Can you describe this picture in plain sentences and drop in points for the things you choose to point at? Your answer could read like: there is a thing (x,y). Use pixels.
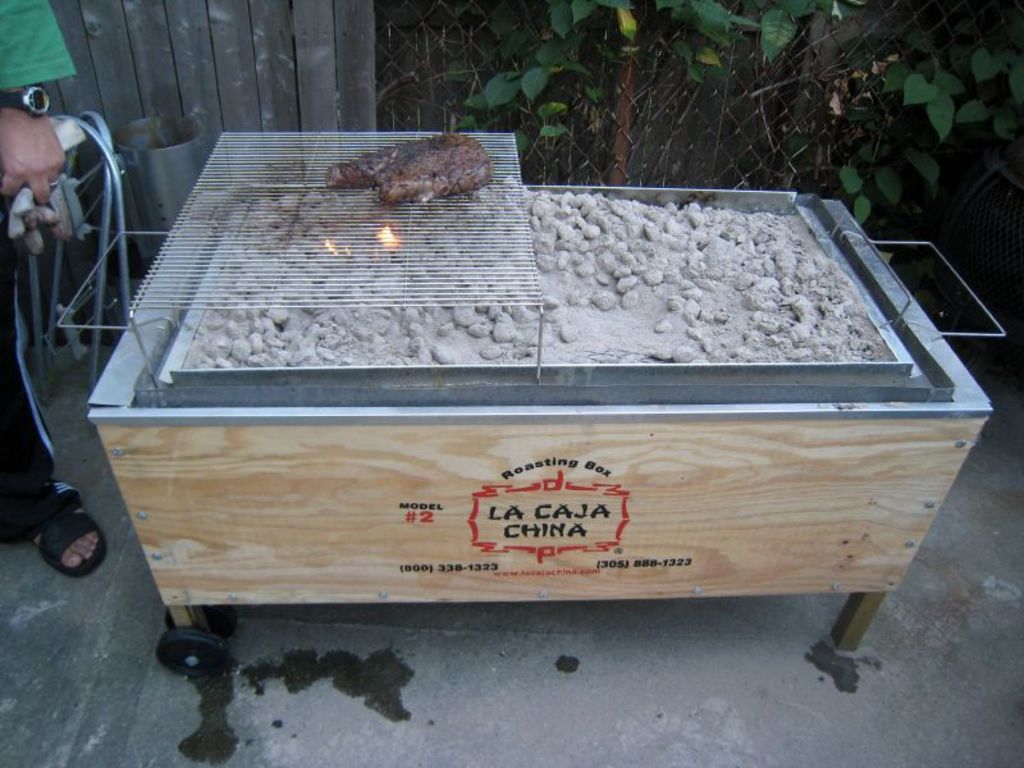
In this image I can see the food (426,191) on the grill (511,255). I can see few coals (728,334), fire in the iron tray (696,363). I can see the iron-tray (500,372) on the grill-table (557,486). I can see few plants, fencing (98,65), few wooden objects (268,55) and one person (54,59) is standing and holding something.
